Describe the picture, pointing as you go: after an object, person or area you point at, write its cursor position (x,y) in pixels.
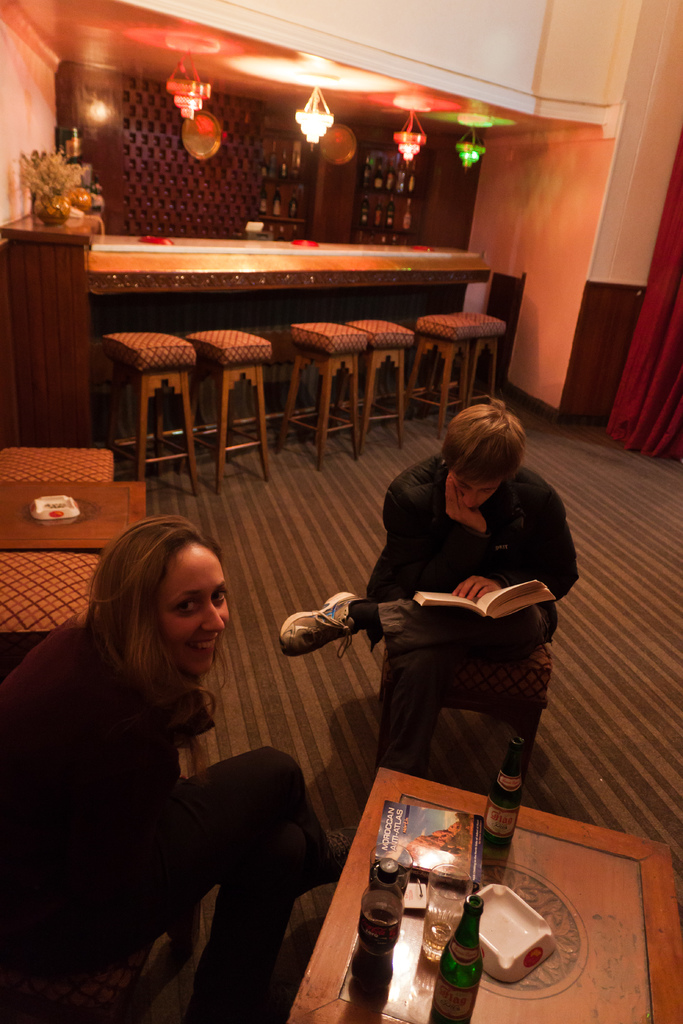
The image is inside the room (273,626). In the image on left side (125,816) there is a woman (152,934) sitting on chair (97,980), in middle (402,631) there is a man (509,643) sitting on chair (524,677) he is also holding a book (509,600) in front of a table (510,864). On table (495,863) we can see a book (443,837), bottle (509,818), glass (437,931) on right side (666,326) there is a red color curtain (651,379) in background (163,417) there are some chairs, table (162,284), flower pot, lights (406,136).
